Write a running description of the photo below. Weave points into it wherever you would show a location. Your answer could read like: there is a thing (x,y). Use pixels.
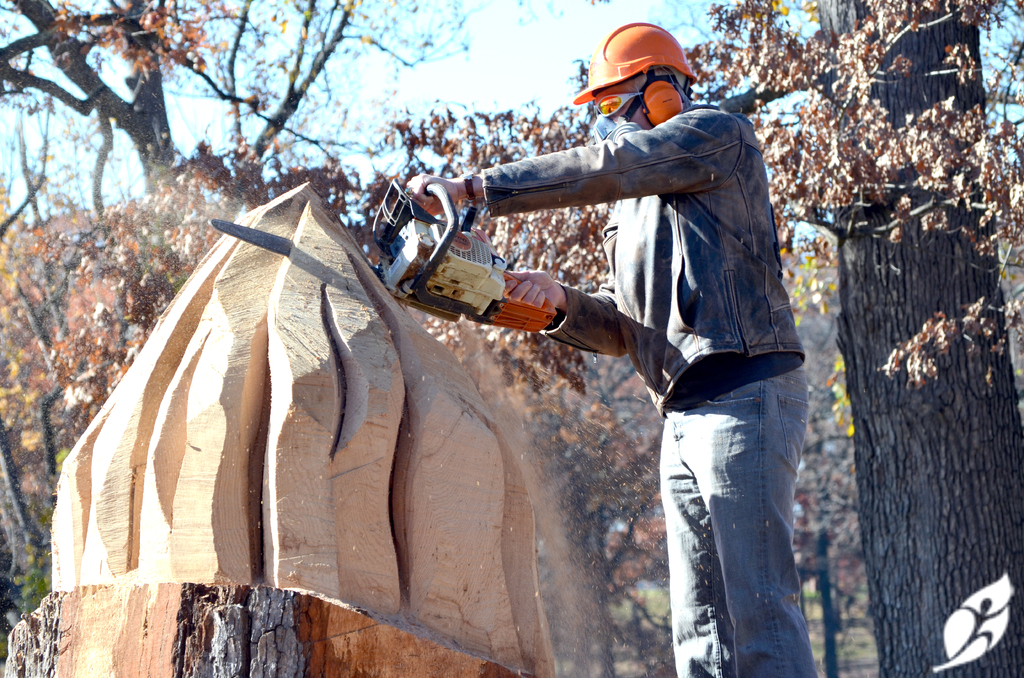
In this image we can see a man (713,151) is standing, he is wearing the glasses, and holding a machine (454,276) in the hand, here is the tree bark (329,387), at the back (838,165) here are the trees (827,140), at above here is the sky (209,91).
